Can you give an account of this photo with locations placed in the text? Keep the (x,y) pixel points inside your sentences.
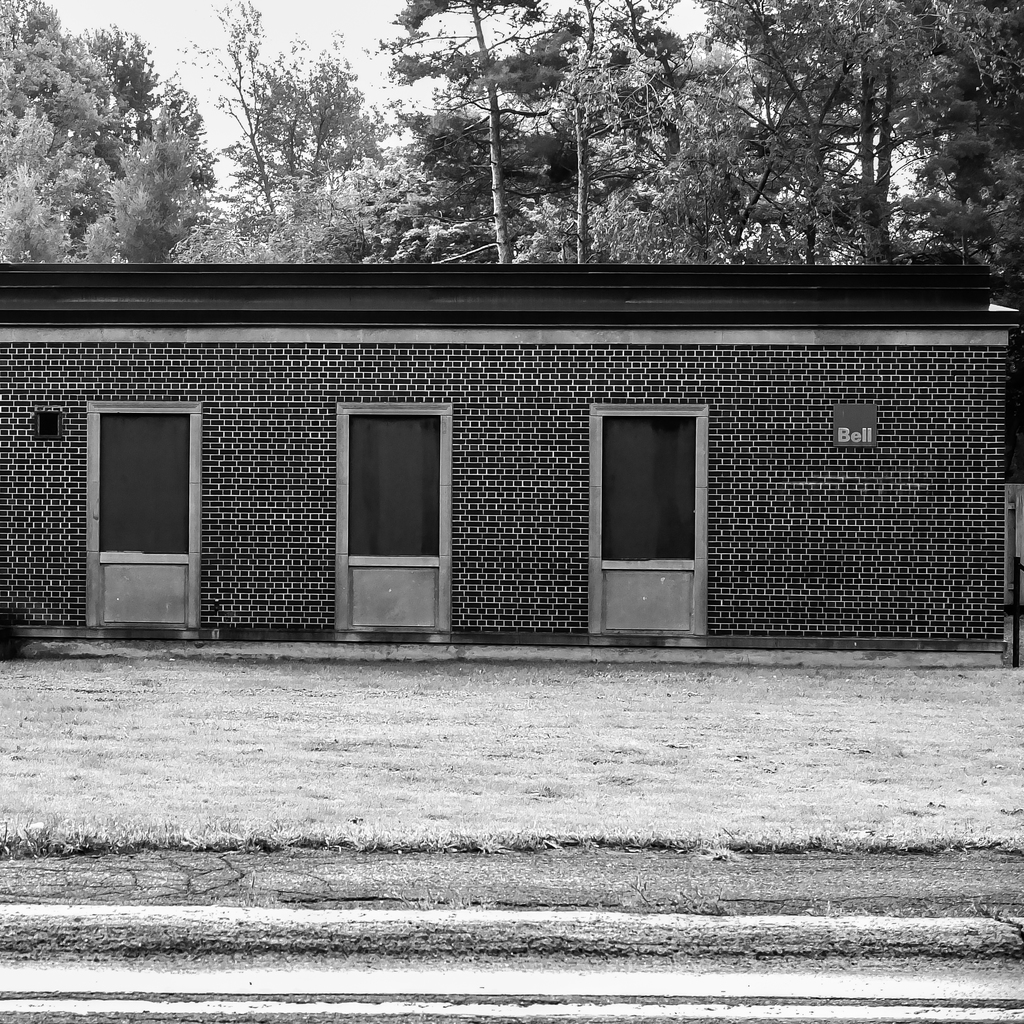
In this image I can see three doors (173,434) attached to the building (234,402), at back (418,202) I can see tree (415,220) and sky (384,80) and the image is in black and white.
